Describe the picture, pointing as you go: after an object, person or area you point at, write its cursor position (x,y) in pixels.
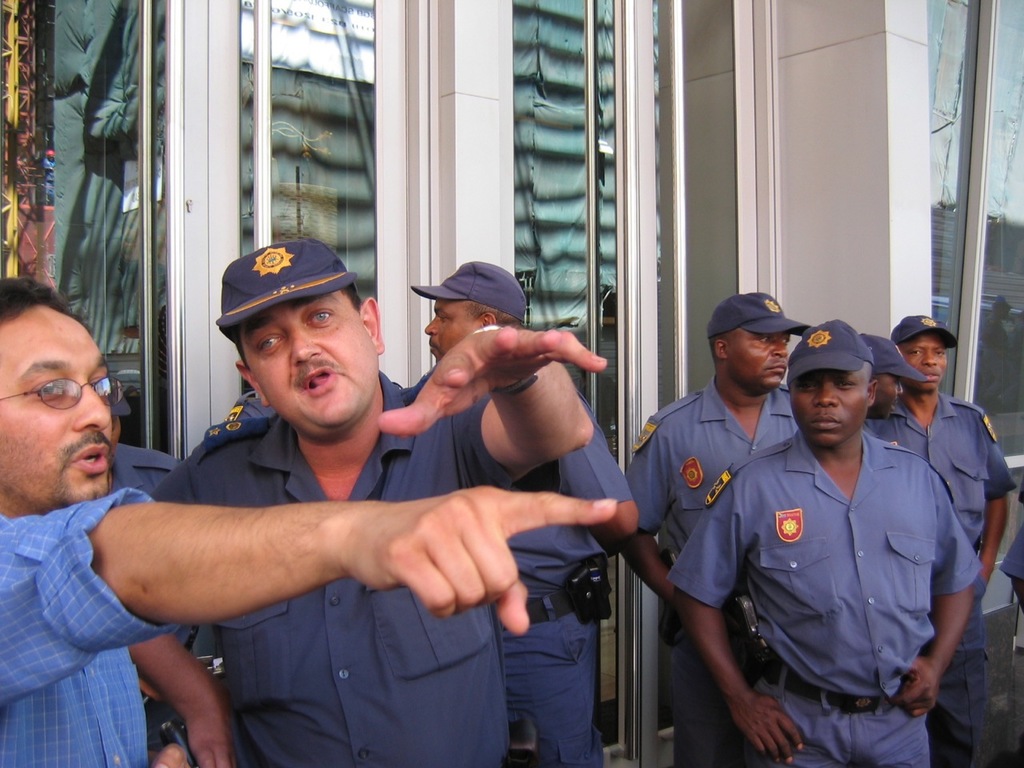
In front of the image there are people (706,504) standing. Behind them there is a building (399,54).
